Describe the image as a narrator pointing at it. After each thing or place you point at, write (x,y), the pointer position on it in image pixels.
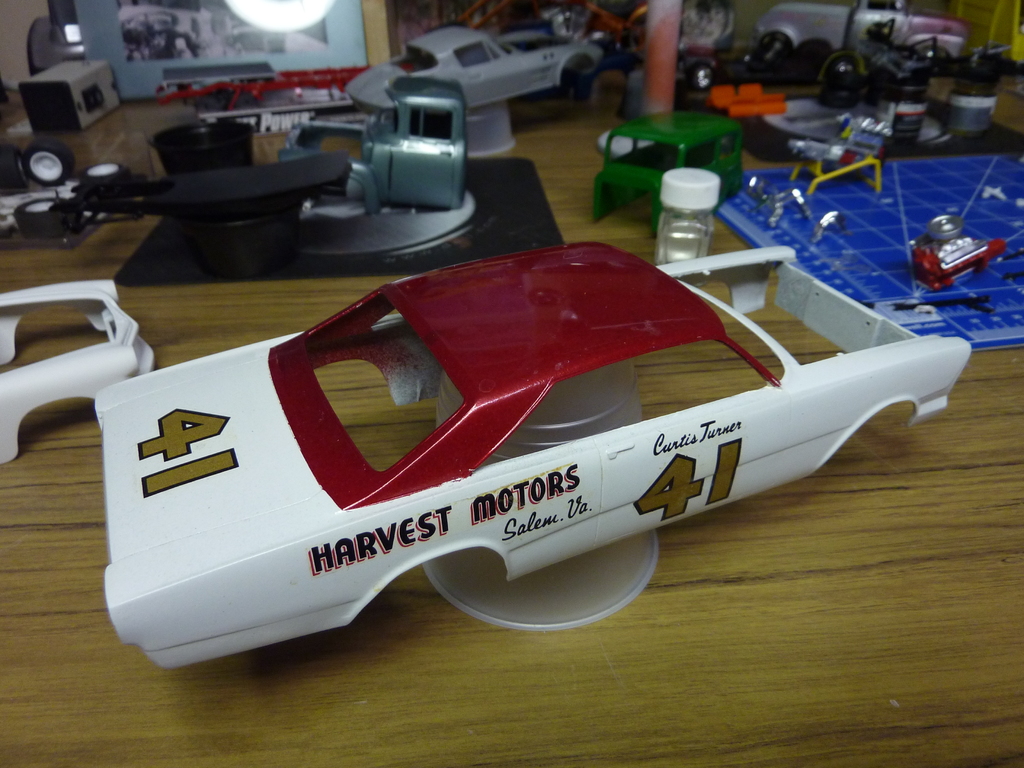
In this picture we can see toys (20,163) on the wooden surface (1003,564).
